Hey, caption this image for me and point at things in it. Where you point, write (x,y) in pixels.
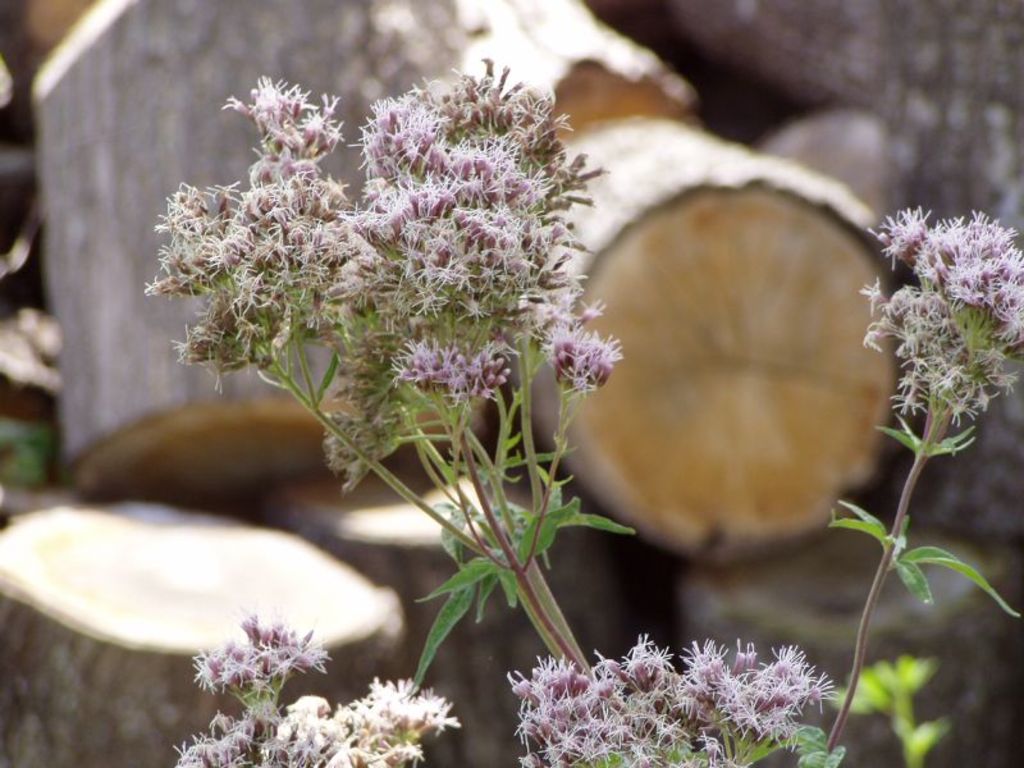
In this picture I can see few plants (494,312) in front (449,522) and in the background (228,479) I can see the log of wood (62,147) and I see that it is blurred.
